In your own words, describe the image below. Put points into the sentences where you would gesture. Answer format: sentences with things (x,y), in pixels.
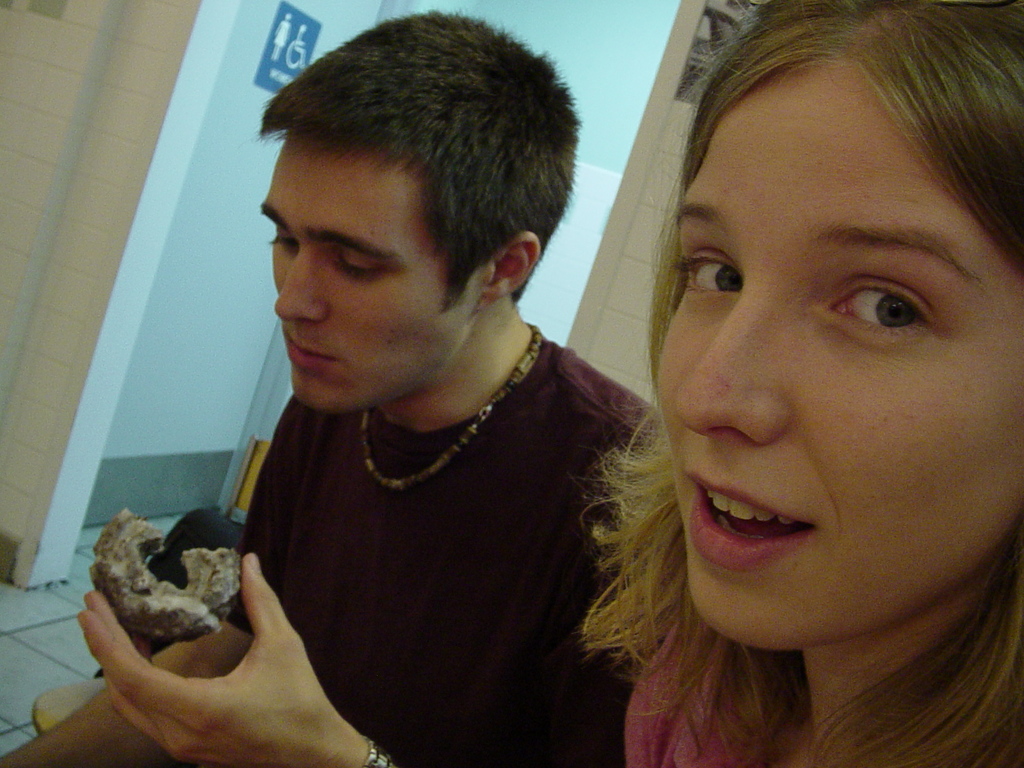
This image consists of two persons (647,567). On the left (248,684), we can see a man (321,598) holding something in his hand (171,710). In the background (56,196), there is a wall (55,269). On the right (765,489), there is a woman (863,546).
